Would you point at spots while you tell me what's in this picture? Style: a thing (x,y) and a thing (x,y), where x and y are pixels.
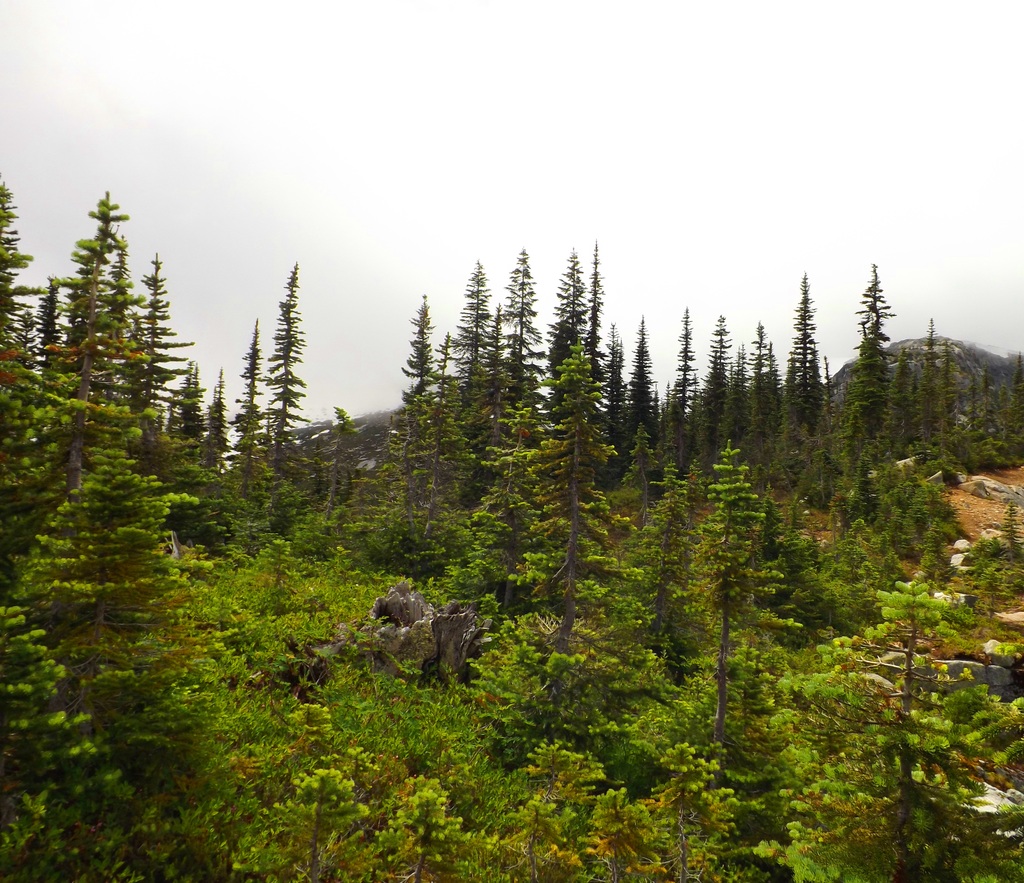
These are the trees (556,414) and plants (488,746). This looks like a rock (978,491). I can see a tree trunk (403,625). I think this is the forest (564,494).
